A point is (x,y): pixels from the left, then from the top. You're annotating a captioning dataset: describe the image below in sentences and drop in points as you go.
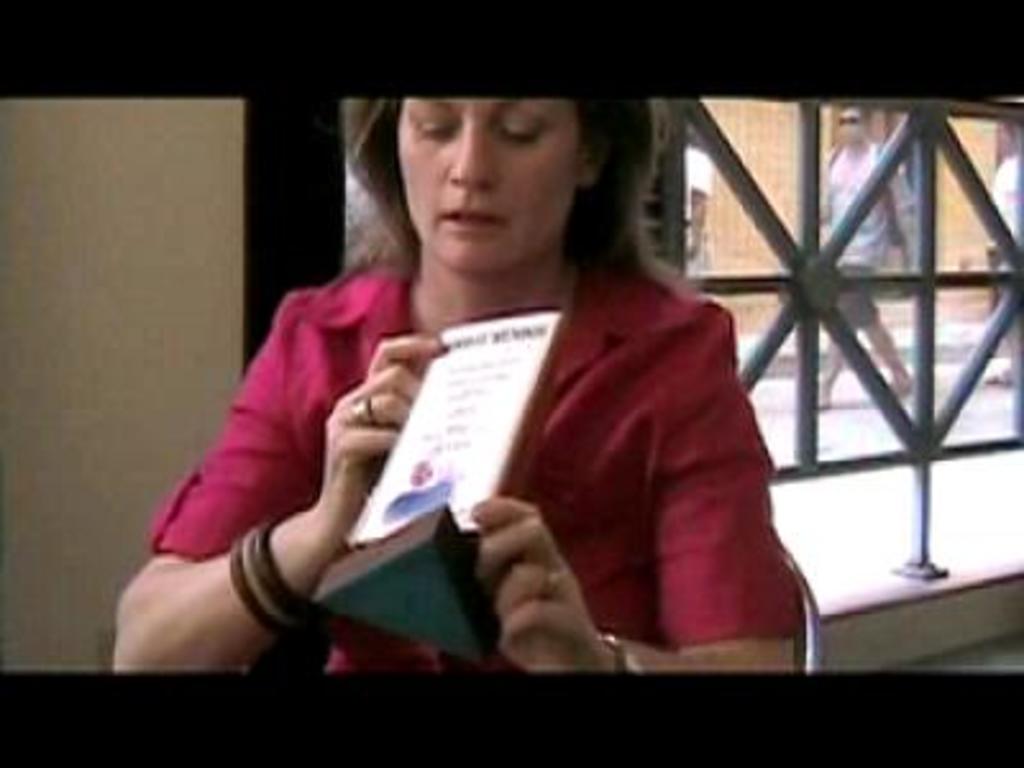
In this image there is a woman (686,378) holding an object (452,446) in her hand (401,405). She is sitting on a chair (811,617). Behind her there is a fence (990,334) to the wall (846,641). Behind the fence (682,250) there are few persons (1019,230) walking on the land (969,433). Behind them there is a wall (772,190).
